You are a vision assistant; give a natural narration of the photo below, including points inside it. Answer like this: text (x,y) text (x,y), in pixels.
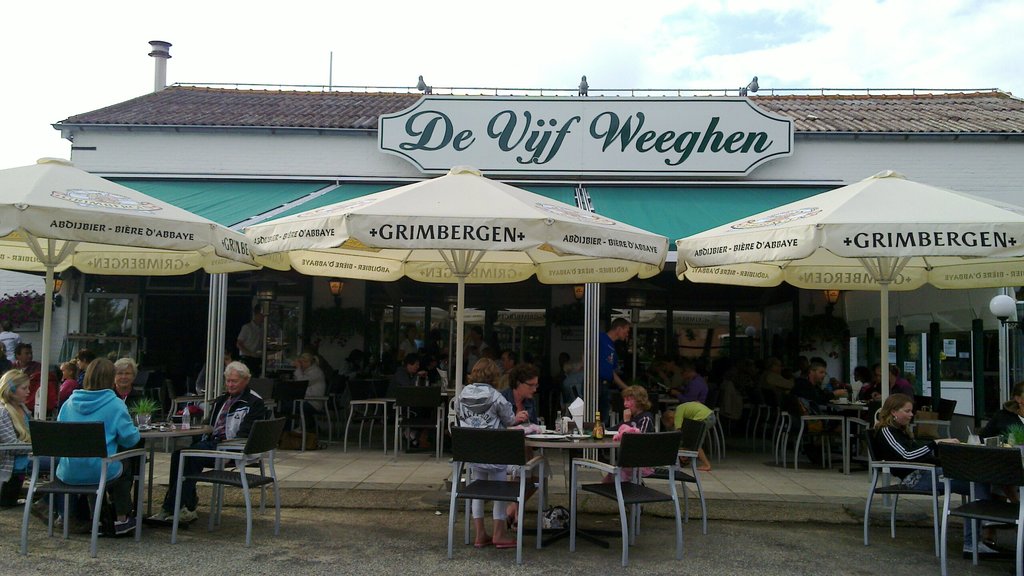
People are sitting on chairs (945,456). In-front of them there are tables (189,428). On these tables (581,444) there are bottles (561,419) and things (143,428). These are umbrellas (512,235). Here we can see lights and hoarding (736,145).
